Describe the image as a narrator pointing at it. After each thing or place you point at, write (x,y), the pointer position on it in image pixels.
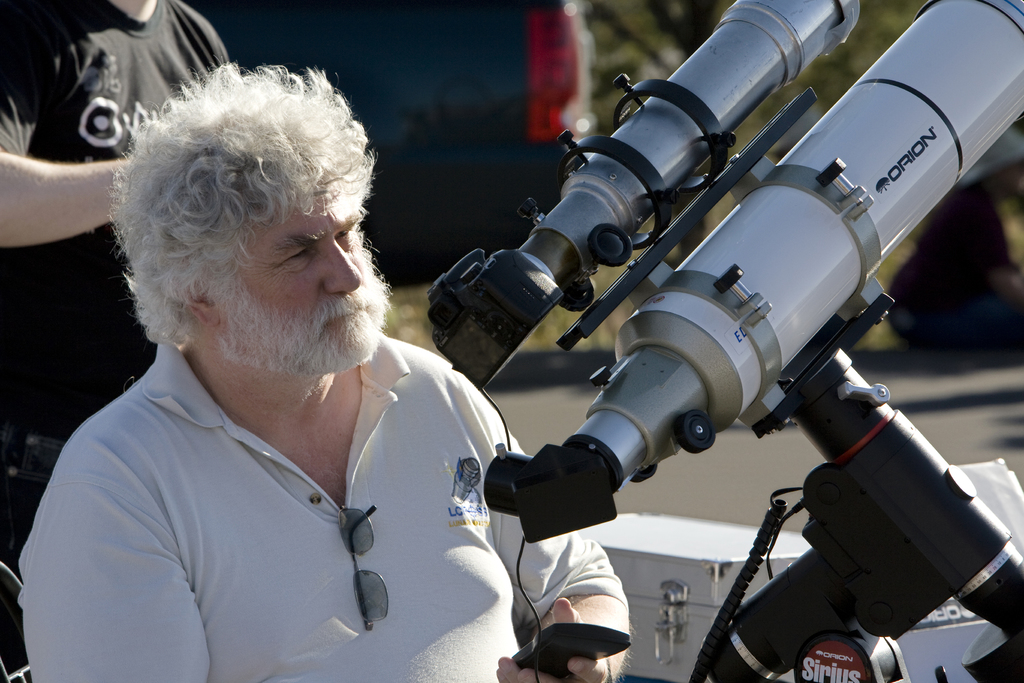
In this image, on the left (331,283) there is a man (291,609), he wears a t shirt (291,609). On the right (890,550) there is a camera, stand (882,532), cables (746,573). In the background (73,225) there are people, vehicle (511,199), boxes (677,570), road (926,422), plants (667,56).
